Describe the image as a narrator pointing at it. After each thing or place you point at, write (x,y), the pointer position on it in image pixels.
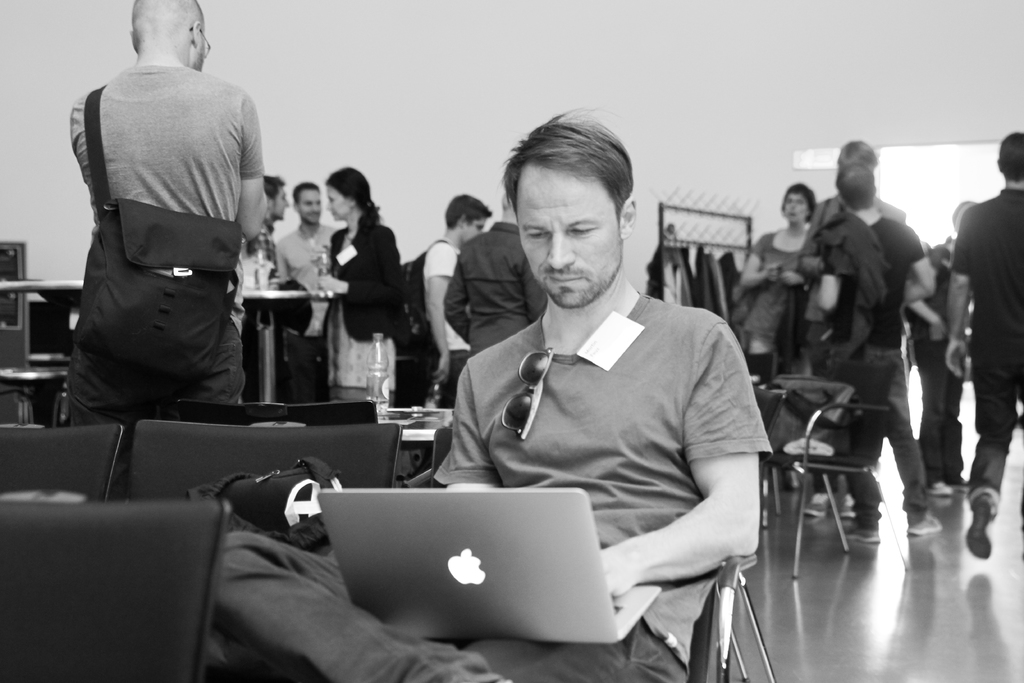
In the center (640,357), there is a person (600,400) sitting and working with the laptop (524,572). In the background (1015,246), there are group of people (823,224) walking, some of them are standing, clothes (677,276), chairs (809,463), a bottle (371,382) on the table (417,412) and some other materials (220,269).
